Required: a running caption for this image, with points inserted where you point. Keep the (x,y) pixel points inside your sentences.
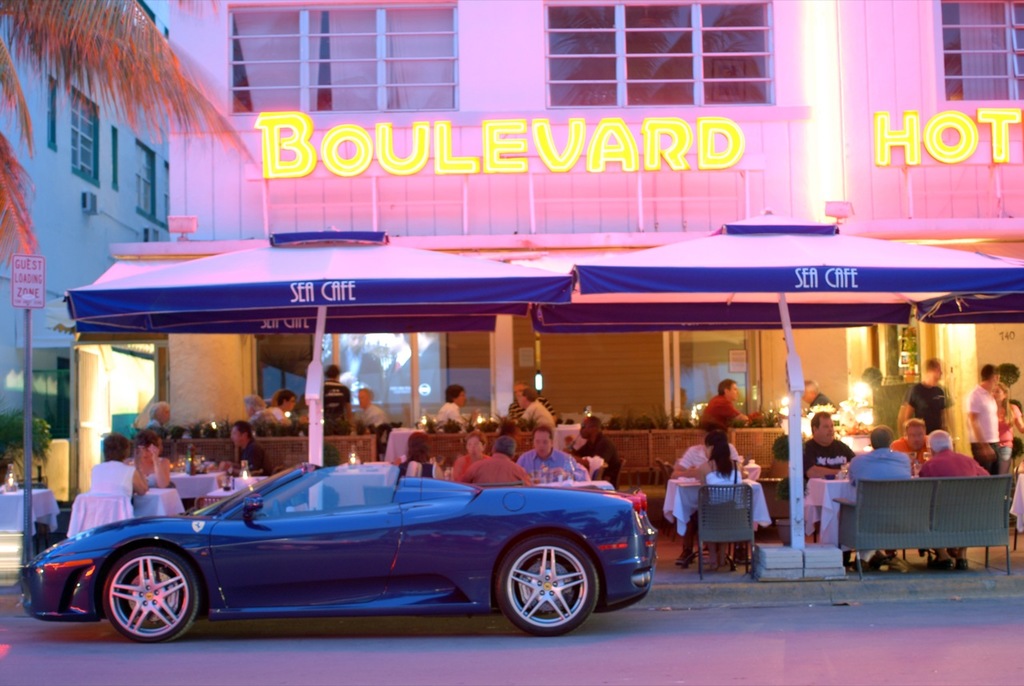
This picture is clicked outside. On the left (298,564) there is a car (492,578) parked on the ground (504,630) and we can see the group of persons (829,423) sitting on the chairs (945,480) and we can see the tables (859,440) on the top of which there are some objects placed and we can see the tents (397,300), metal rods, buildings (50,227) and we can see the text (440,163) on the building (860,154) and we can see the plant (18,425) and a board (29,278) attached to the pole (27,461). On the left corner (131,40) we can see the tree (58,18).
